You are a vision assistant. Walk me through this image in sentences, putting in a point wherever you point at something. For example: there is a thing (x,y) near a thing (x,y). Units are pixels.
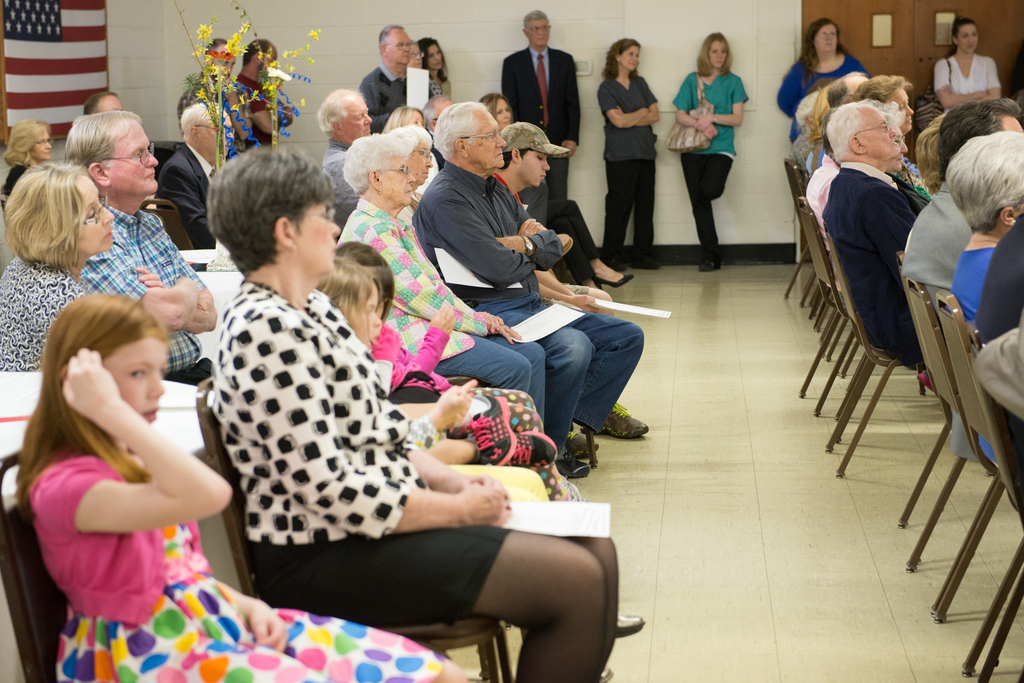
In the image there are many people (328,448) sat on chair (478,647) and some people (575,134) stood near the wall (414,53), in the background (46,61) there is american flag (52,55).
